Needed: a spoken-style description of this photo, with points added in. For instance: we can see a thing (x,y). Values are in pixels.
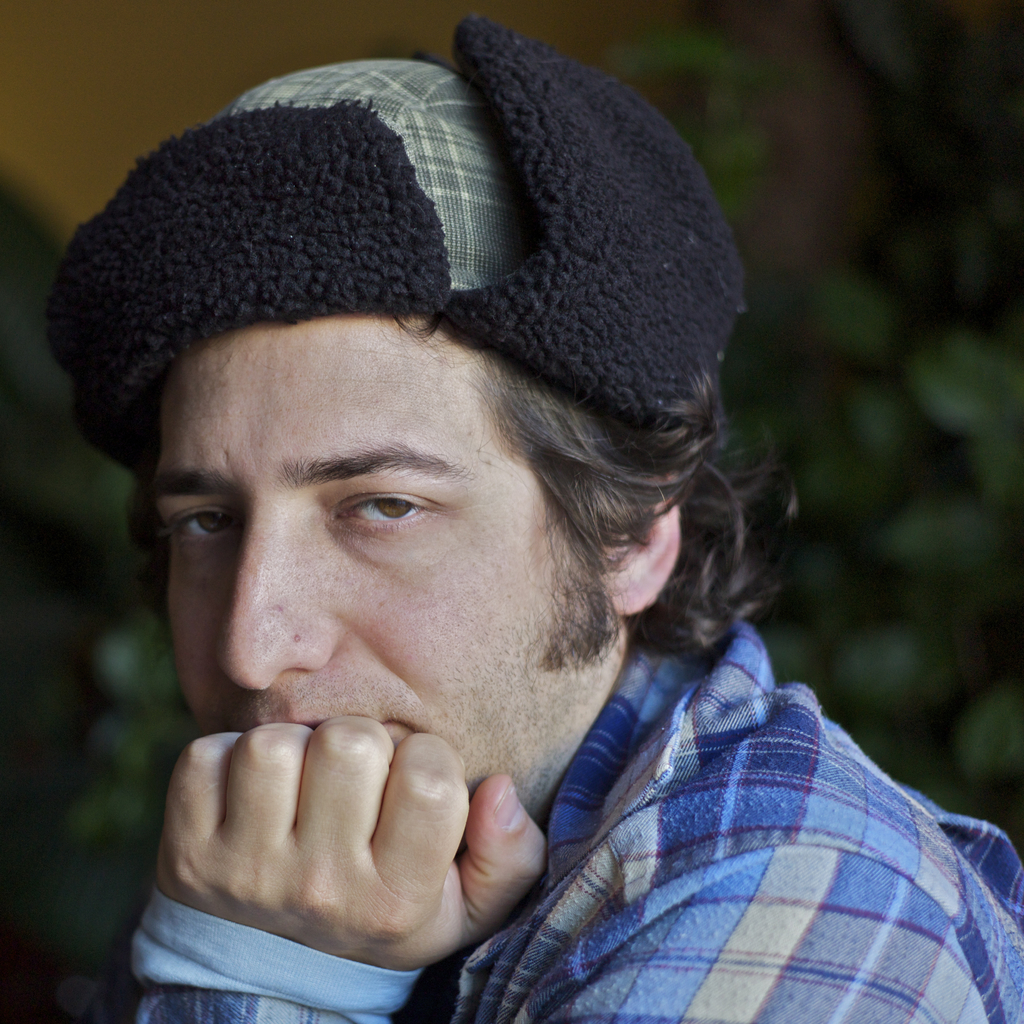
In this image we can see a person (669,636) wearing a dress (627,742) and a cap (605,350).
